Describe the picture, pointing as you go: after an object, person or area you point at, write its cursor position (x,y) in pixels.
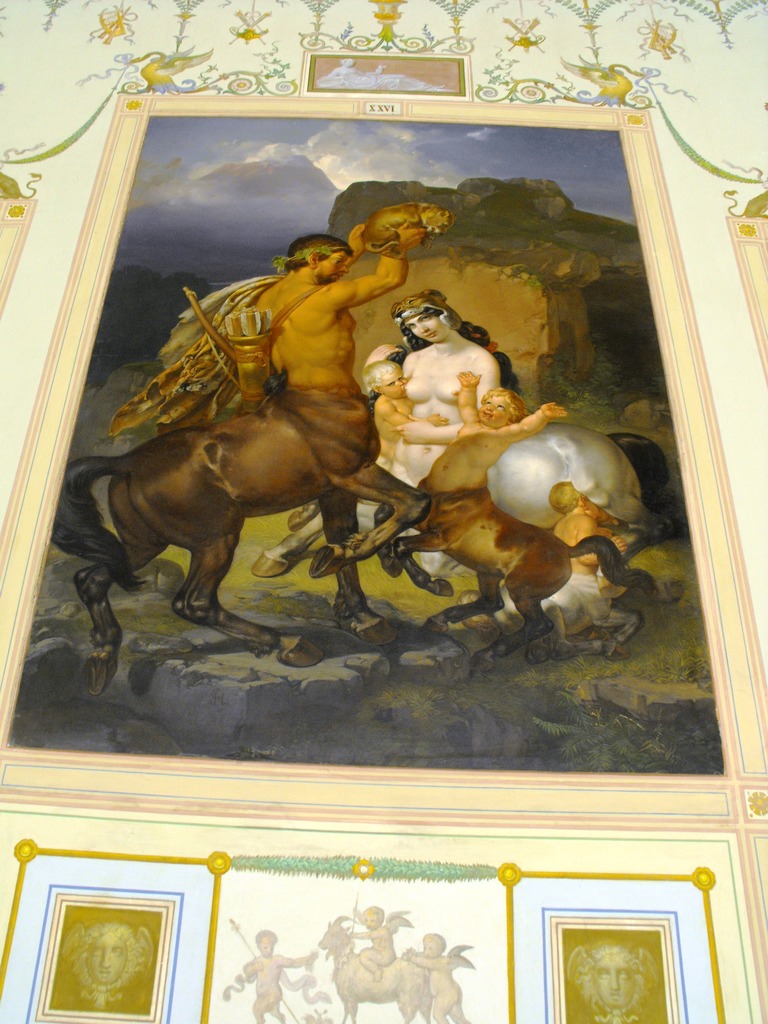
In this image I can see the frames (255,767) to the wall (22,298). In one of the frame (273,560) I can see the few people (291,497) with the animal structure (343,513). In the background (456,258) I can see the mountains (421,258), clouds (388,157) and the sky (390,133).
